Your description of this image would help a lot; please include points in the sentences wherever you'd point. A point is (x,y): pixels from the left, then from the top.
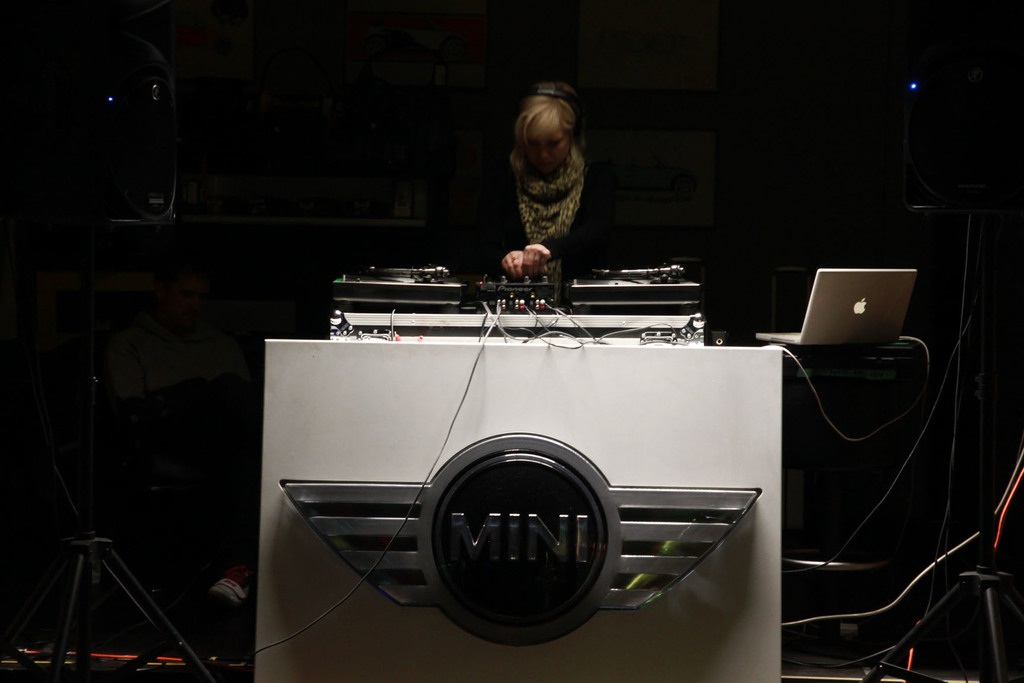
This image consists of a woman (544,246) playing a DJ (679,289). In the front (440,584), we can see a logo (593,549). On the right (865,339), there is a laptop (856,324). And the background (5,266) is too dark.
